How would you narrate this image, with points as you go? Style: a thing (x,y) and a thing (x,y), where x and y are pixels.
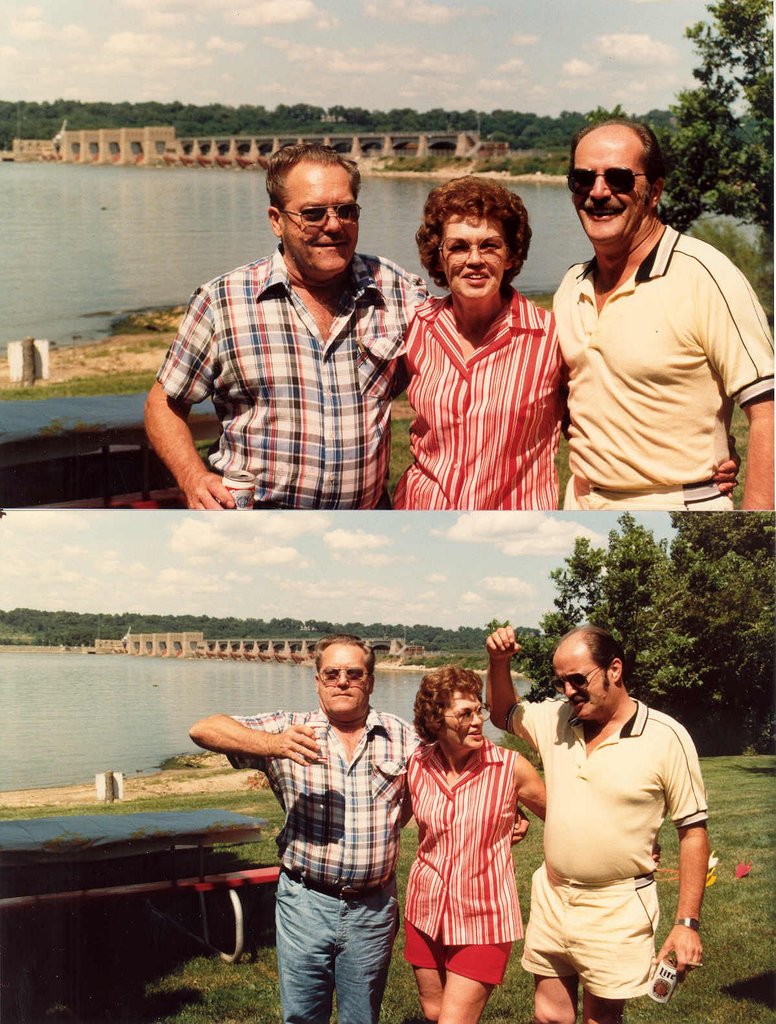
There are two images containing same content. In the center (295,487) there are people (458,256) standing and smiling. The man (323,275) standing on the left (250,494) is holding a tin (240,479) in his hand (224,501). In the background (217,251) there is a river (201,206), bridge (144,147), trees (717,119) and sky (493,87).
